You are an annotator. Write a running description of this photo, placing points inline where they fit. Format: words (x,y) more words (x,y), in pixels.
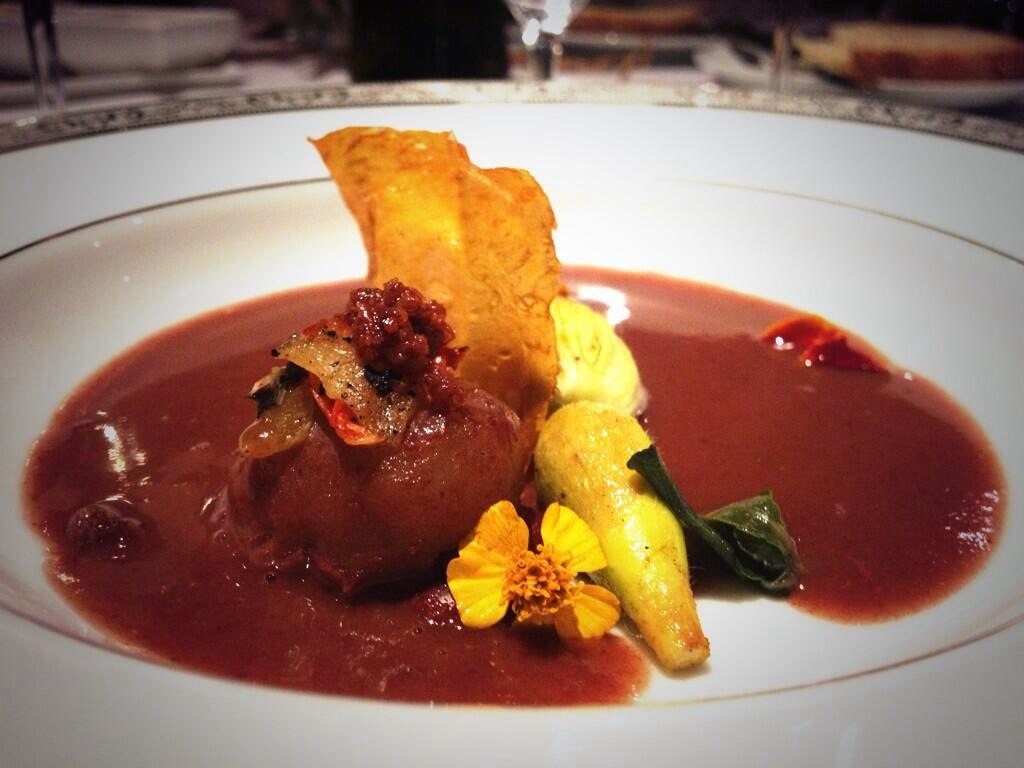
In this image I can see food (514,403) in the plate (791,735).
